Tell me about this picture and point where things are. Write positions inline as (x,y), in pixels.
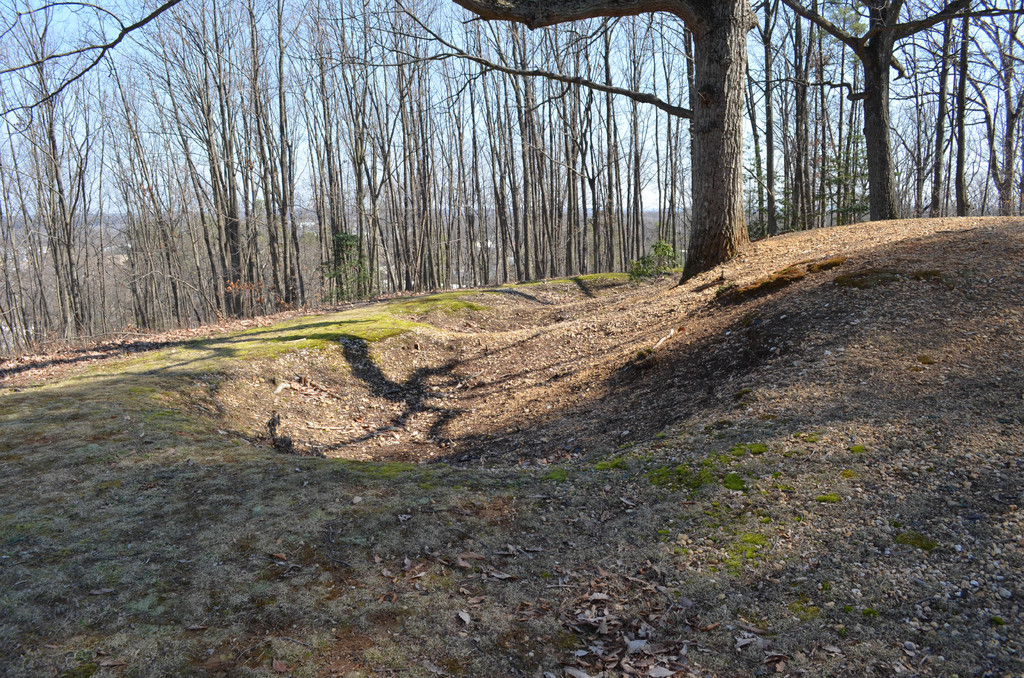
On the ground (342,481) there are grasses (605,550) and litter (611,586). In the back (398,186) there are trees (476,146) and sky (591,150).
